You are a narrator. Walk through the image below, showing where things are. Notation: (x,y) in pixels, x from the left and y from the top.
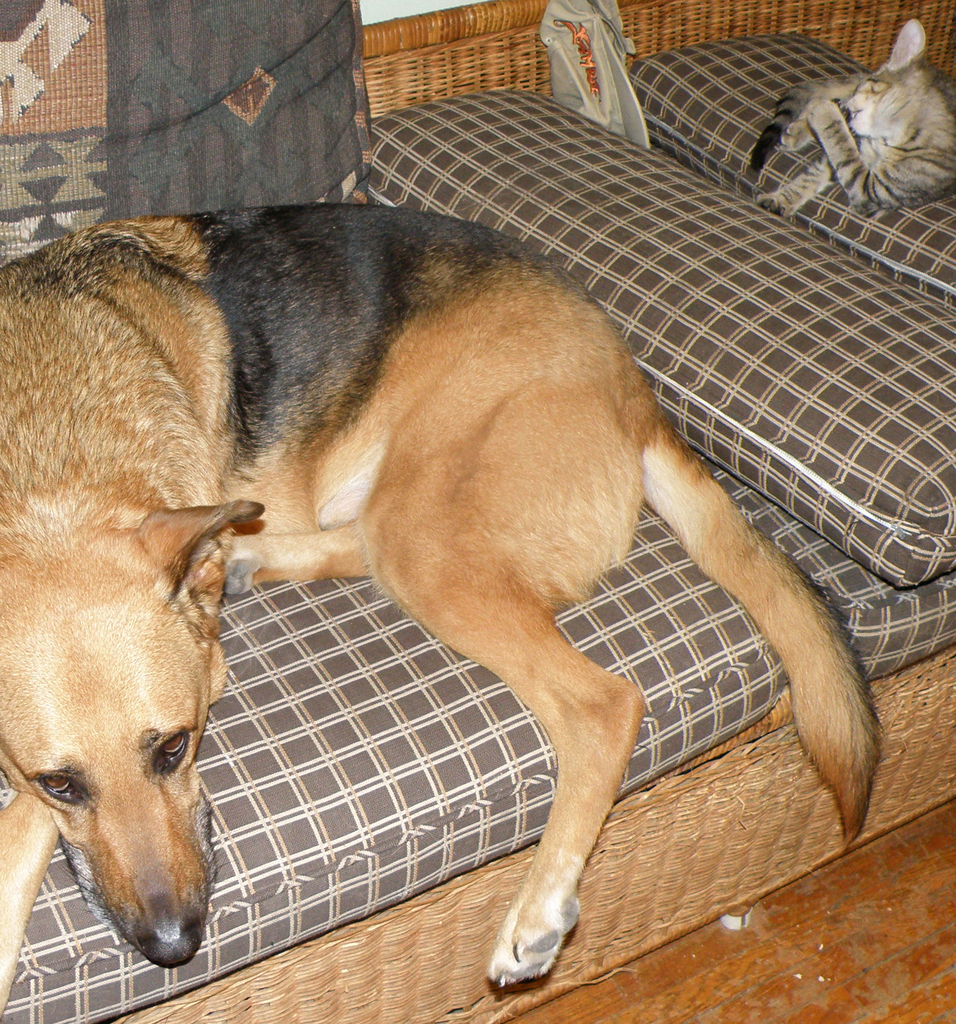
In this image I can see the dog (558,339) and cat (811,139) on the couch (474,709). The dog (425,489) is in brown and black color and the cat (891,185) is in white and black color. I can also see the cushions (666,153) to the side.
